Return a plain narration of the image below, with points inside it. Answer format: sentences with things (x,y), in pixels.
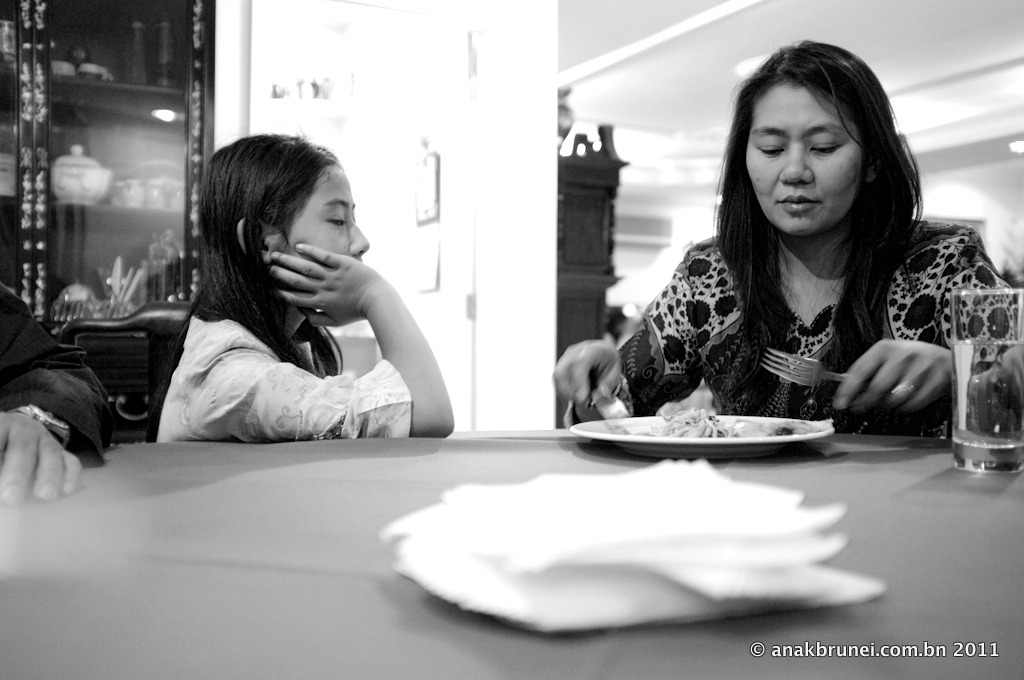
This picture shows a girl (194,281) and a woman (591,391) Seated on the chairs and we see a plate (799,427) and some food (704,416) and a fork (798,365) and knife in her hand (888,378) and a glass (966,378) on the table (951,475).
